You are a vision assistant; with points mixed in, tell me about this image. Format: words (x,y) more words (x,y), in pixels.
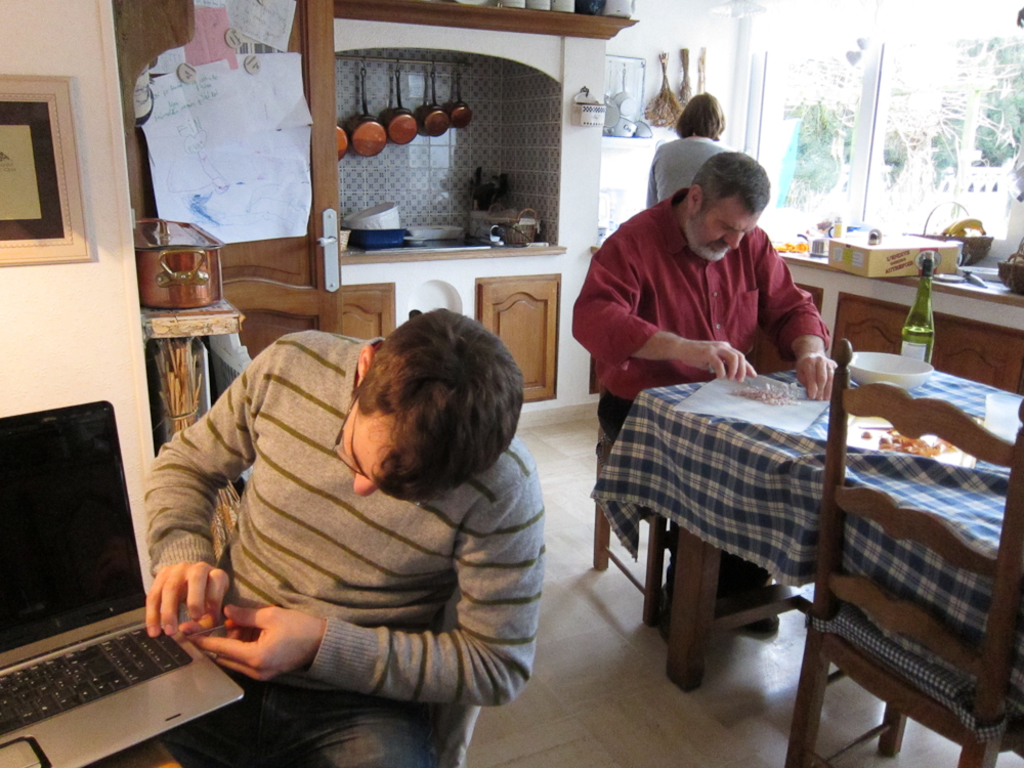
In the image we can see three persons (640,269). Two persons (688,307) were sitting and center we can see one woman (713,142) standing. Here on the left (326,610) we can see one man (306,607) repairing laptop (119,669). Coming to the center (673,343) we can see man (743,292) around the table (811,454) he is cutting vegetable (768,393). And back of them we can see some kitchen materials (636,75), wall (567,232) and frames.
